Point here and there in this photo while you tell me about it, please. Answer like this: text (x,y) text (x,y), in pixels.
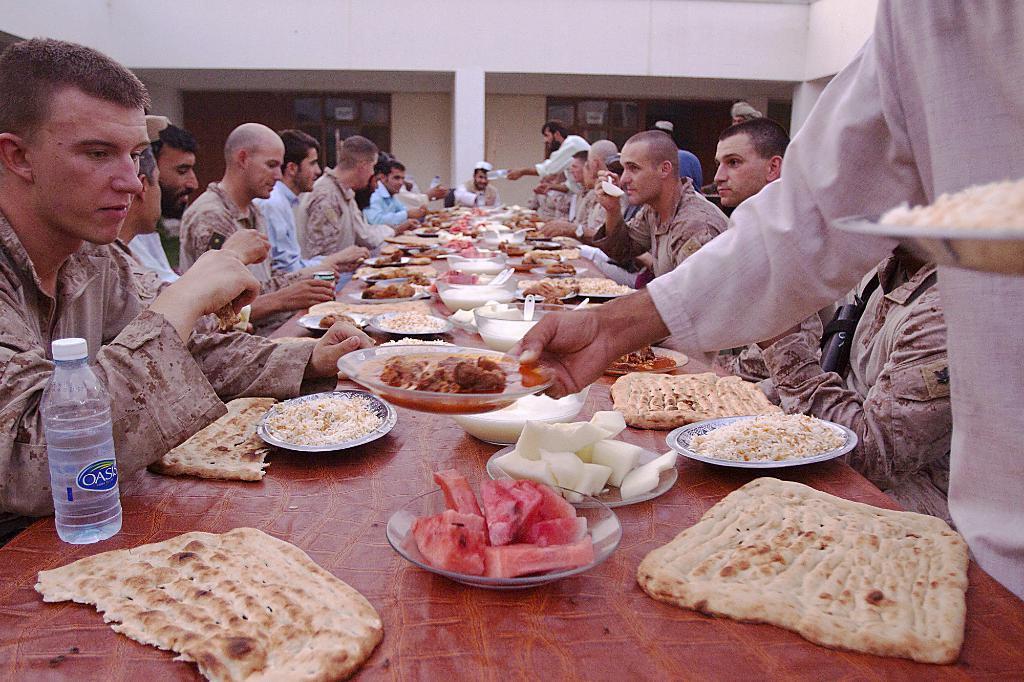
In this picture I can observe some people (355,243) sitting in the chairs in front of a long table (311,547). There are some food items (690,591) placed on the table (346,381). This table (179,530) is in brown color. I can observe some bowls (394,357) and water bottles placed on the table (419,650). In the background (473,126) I can observe white color pillar (467,93) and a wall (409,33).
